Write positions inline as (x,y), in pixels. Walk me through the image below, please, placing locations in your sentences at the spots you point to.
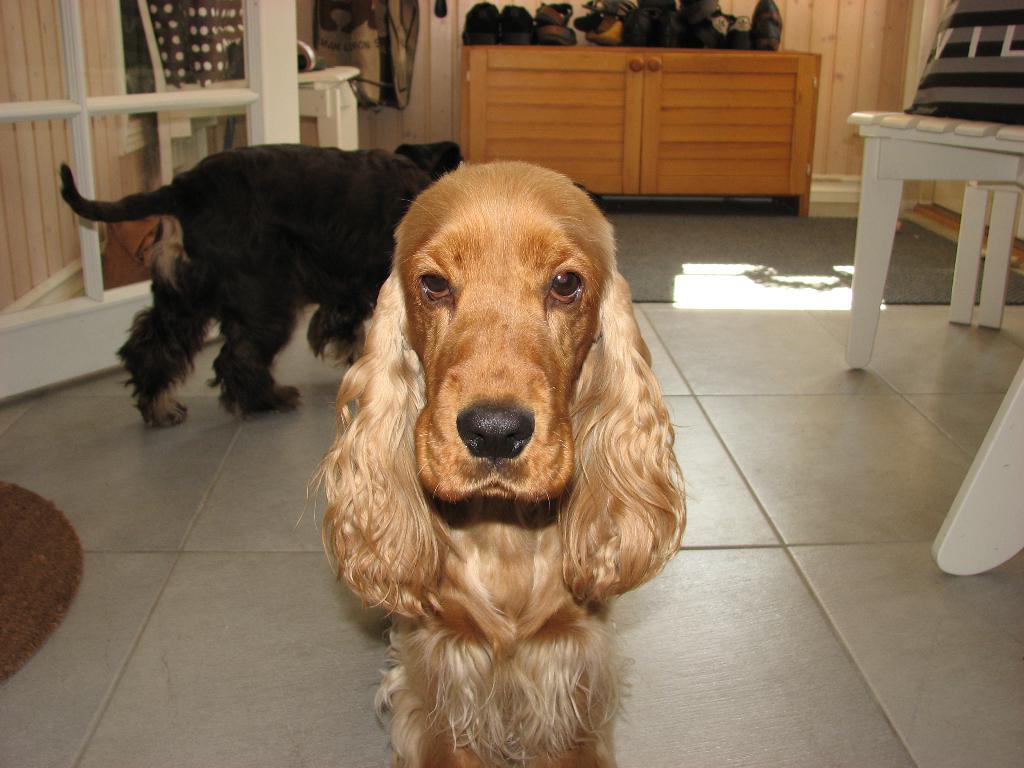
In this image there is a floor (798,489) towards the bottom of the image (311,572), there are mats (735,267) on the floor (214,560), there are two dogs (373,363), there is a door (79,63) towards the left of the image (96,161), there is a wall (40,90) towards the left of the image (57,136), there is a chair (1017,171) towards the right of the image (894,146), there is a pillow (974,54) towards the right of the image (990,59), there are objects (319,37) towards the top of the image (340,35), there is a wall (863,50) towards the top of the image (898,37), there is an object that looks like a cupboard (666,118), there are objects (588,16) on the cupboard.
